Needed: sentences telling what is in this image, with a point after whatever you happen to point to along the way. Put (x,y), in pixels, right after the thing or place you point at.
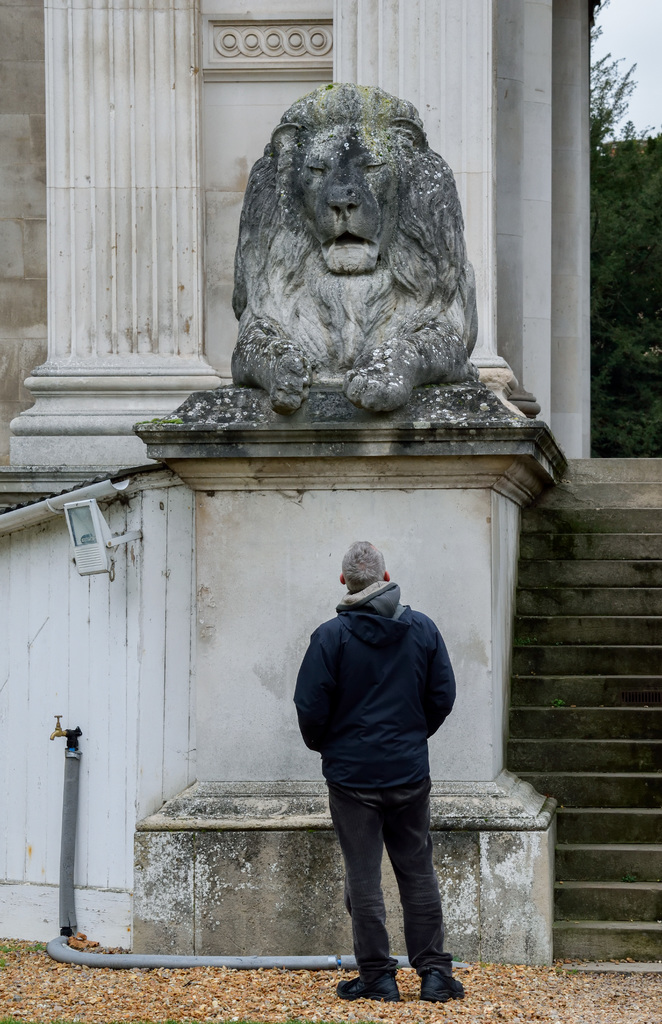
In this picture I can see a person (354,576) standing, there is a sculpture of a lion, there is a pipe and a tap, there are trees (612,419), at the top right corner of the image (619,60) there is sky (608,95).
